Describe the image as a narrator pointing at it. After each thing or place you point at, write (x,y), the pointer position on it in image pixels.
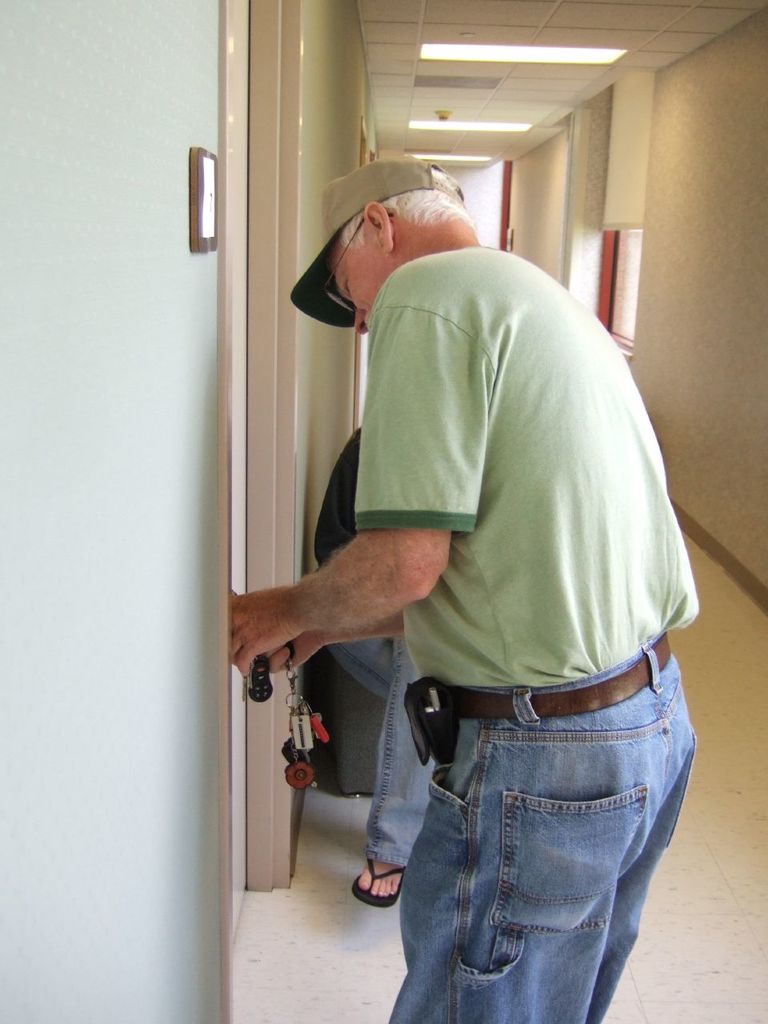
In this image we can see a man (391,508) standing on the floor (363,805) holding the keys (305,730) and a person (407,803) sitting beside him. We can also see some doors (273,861), a switchboard (198,236) on a wall (169,320) and a roof (451,101) with some ceiling lights (425,122).
